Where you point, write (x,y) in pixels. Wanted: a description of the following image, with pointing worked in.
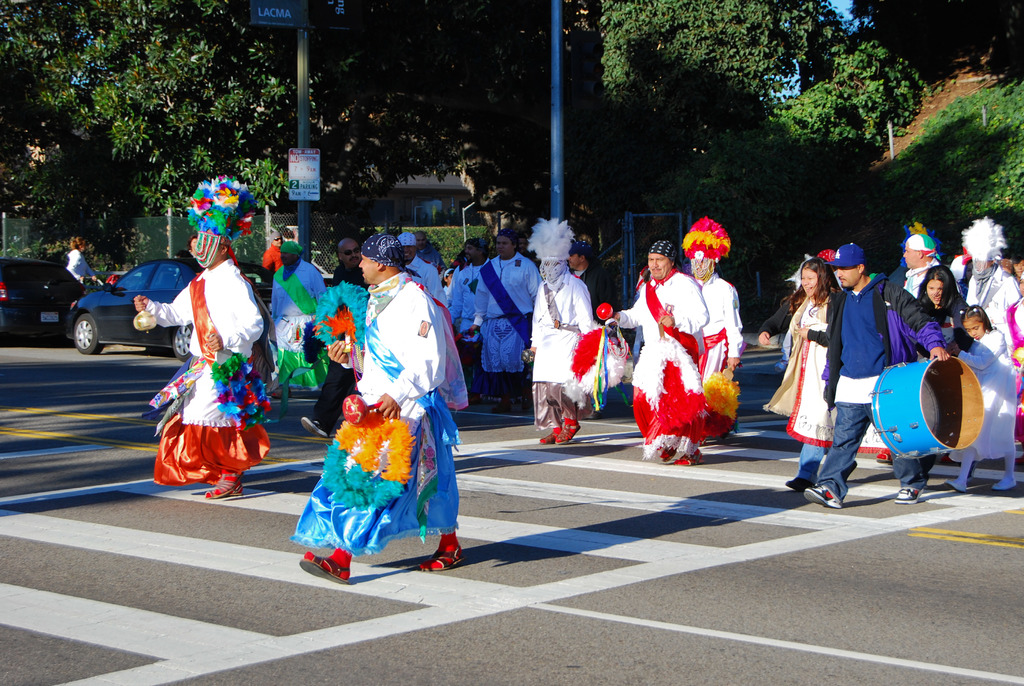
In the image, there are group of people (807,372) walking on the road (522,492). They are wearing different costumes (653,349) and behind these people (981,285) there are two cars (86,292) and around the road (740,457) there are many trees (815,152).
